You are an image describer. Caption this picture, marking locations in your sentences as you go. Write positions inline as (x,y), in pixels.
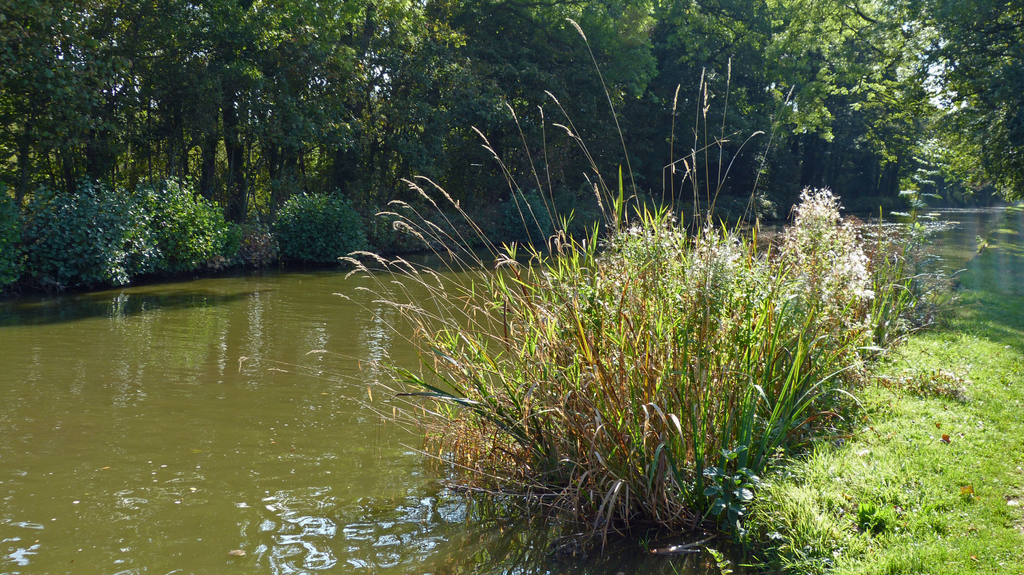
In this image, we can see the water (137,572), plants (615,421) and grass (935,479). In the background (926,192), there are few trees (872,193) and plants (922,192).
